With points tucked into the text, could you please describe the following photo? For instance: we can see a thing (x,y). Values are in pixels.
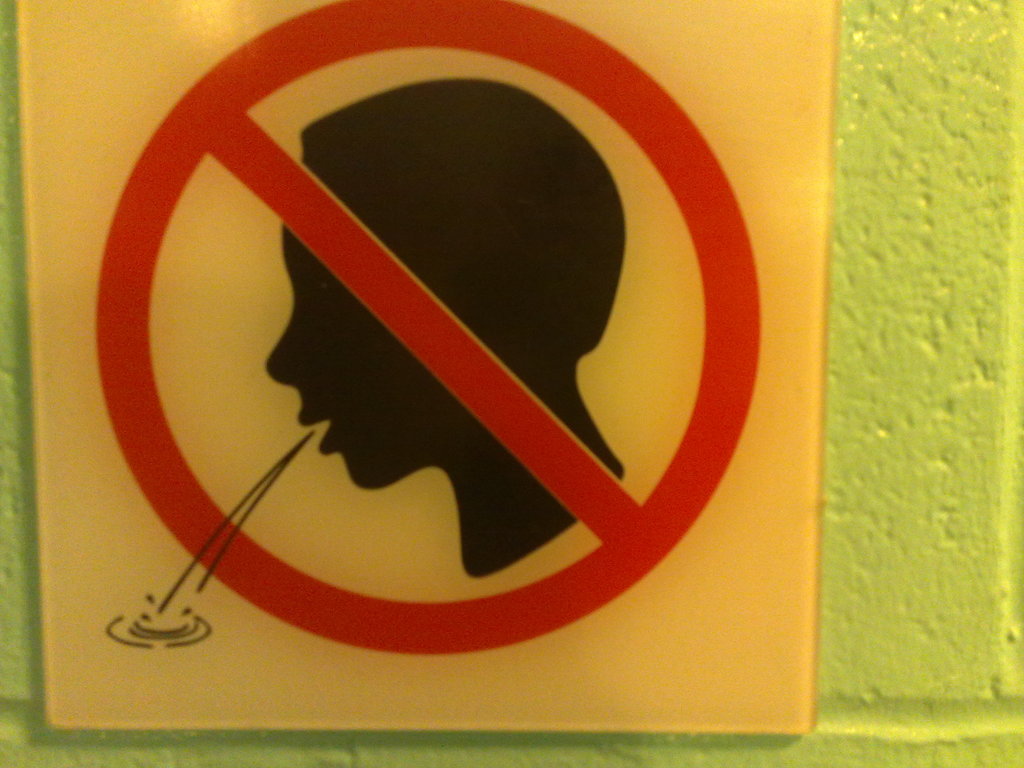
We can see a board (358,341). In the background (963,255) it is green.
